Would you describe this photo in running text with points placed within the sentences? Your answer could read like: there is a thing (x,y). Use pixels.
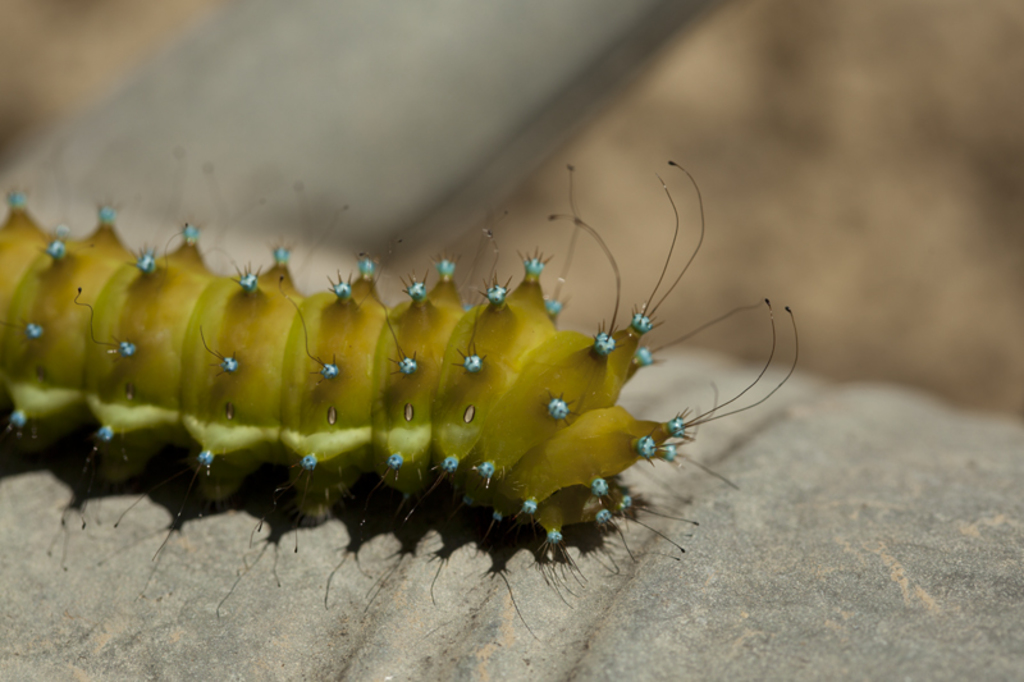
In the image we can see the caterpillar (133,310) on the solid surface (624,578) and the background (696,142) is blurred.
